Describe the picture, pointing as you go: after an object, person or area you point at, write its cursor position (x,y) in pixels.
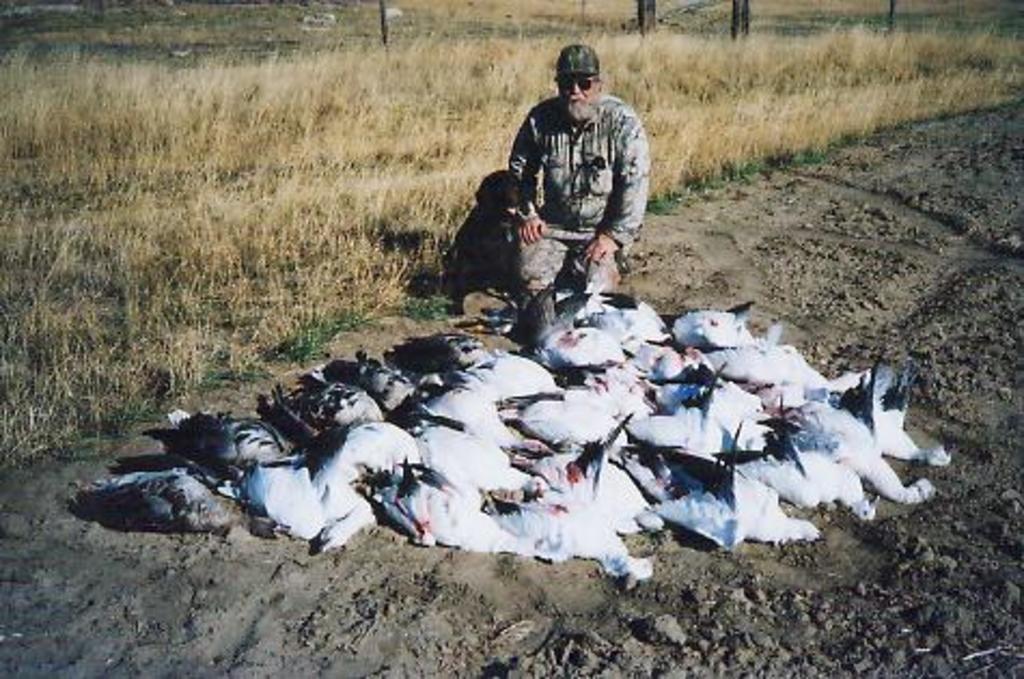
In this image there are so many birds (589,499) laying on the path (649,536), and at the background (670,34) there is a person (629,116) in a squat position, grass (278,111).
